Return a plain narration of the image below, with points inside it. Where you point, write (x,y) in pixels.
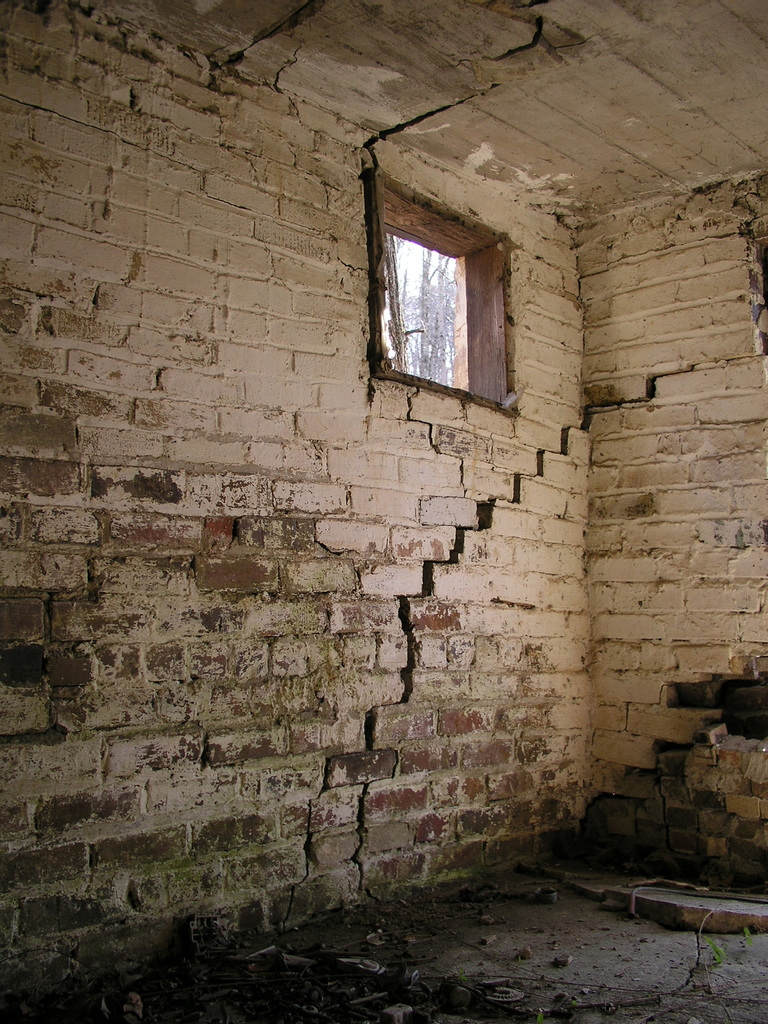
This is an inside view. Here I can see a window (419,311) to the wall (388,561). At the bottom (366,968) there are few stones (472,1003) on the ground (622,962).
